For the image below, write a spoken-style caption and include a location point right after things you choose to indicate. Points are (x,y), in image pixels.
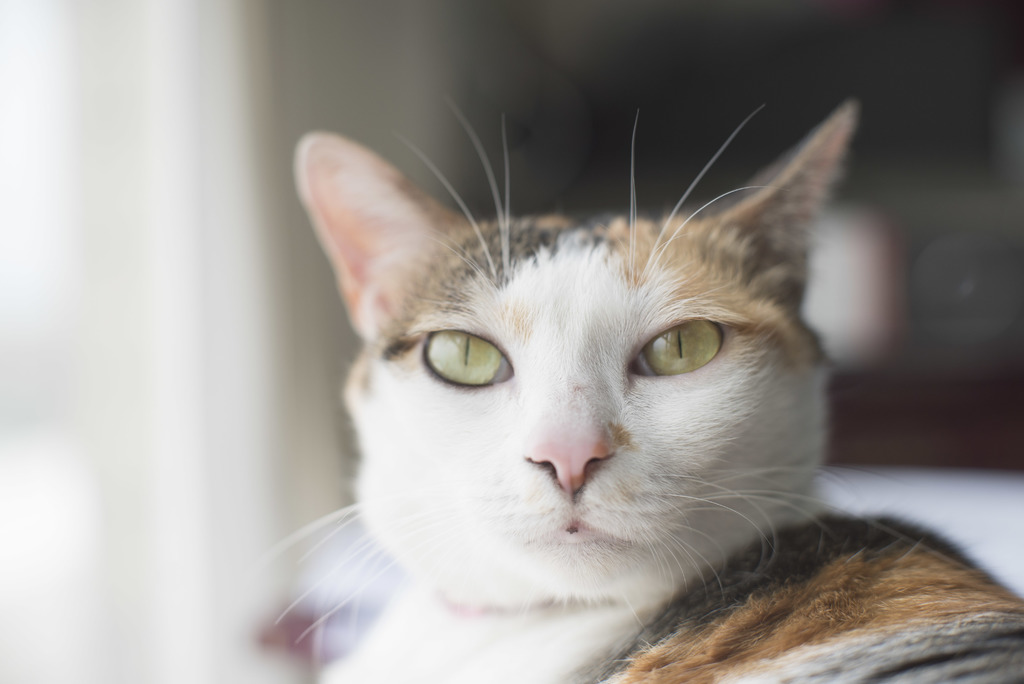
In this picture we can see a cat (511,535) and in the background (136,239) it is blurry.
